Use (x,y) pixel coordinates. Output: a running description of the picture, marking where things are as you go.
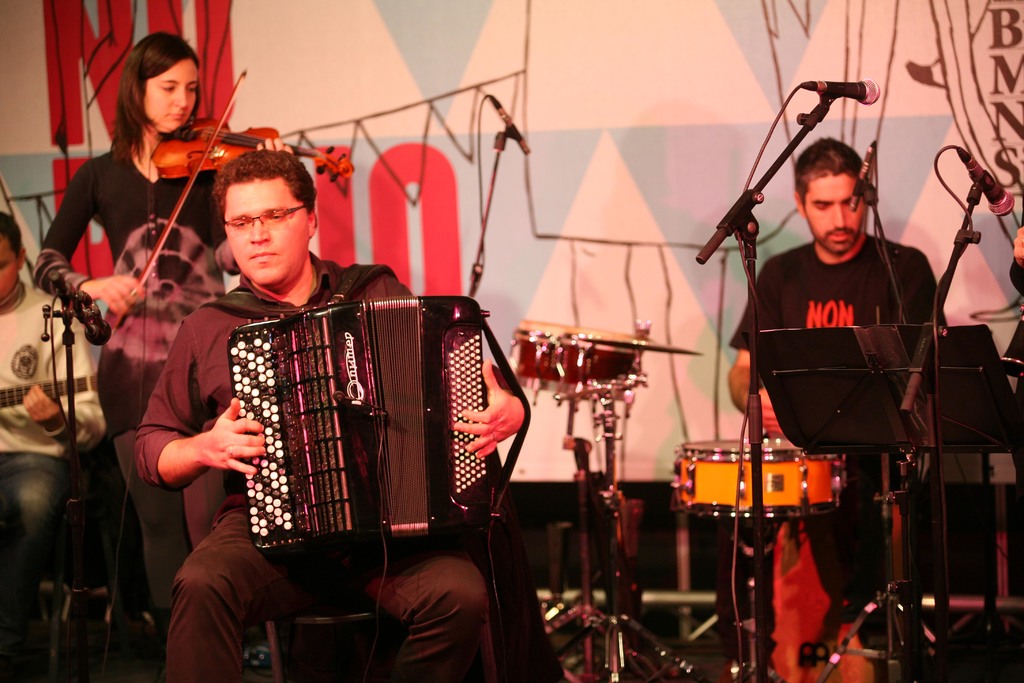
In this image there are a few people (183,374) standing and sitting on their chairs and they are playing musical instruments (591,356), in front of them there are mic's (505,137). In the background (645,34) there is a banner (661,23) with some text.
